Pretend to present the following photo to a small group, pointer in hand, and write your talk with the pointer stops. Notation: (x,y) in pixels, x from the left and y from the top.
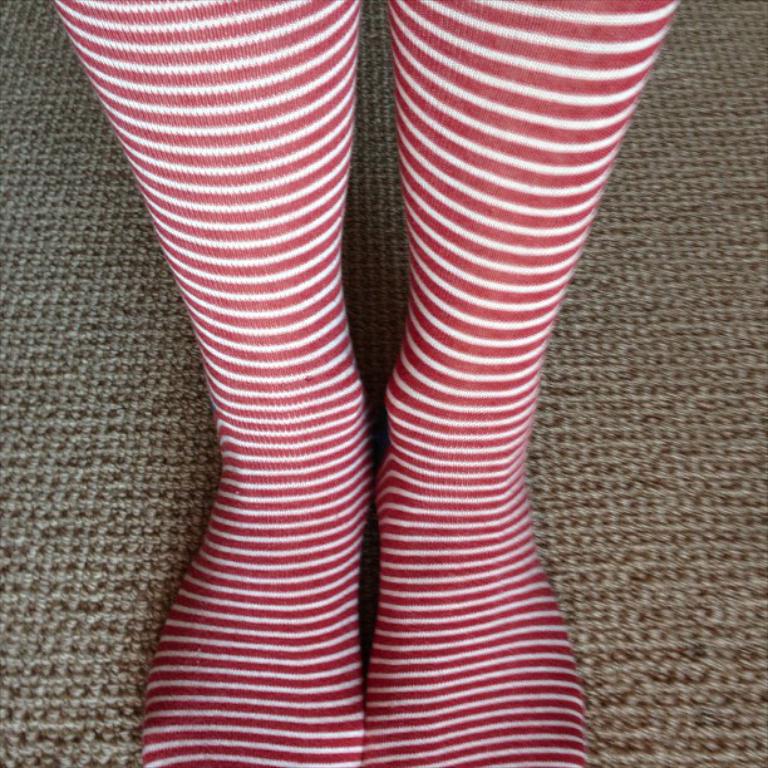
In this image person's legs (483,649) and a carpet (212,483).
